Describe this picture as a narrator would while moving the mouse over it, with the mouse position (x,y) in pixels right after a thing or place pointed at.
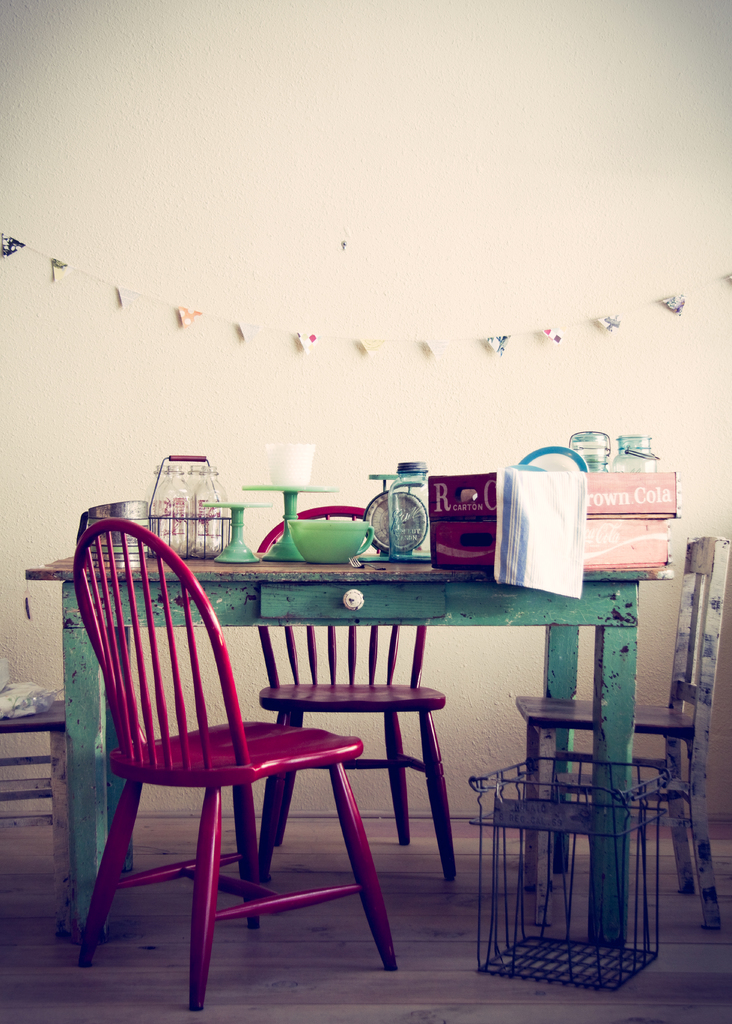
In this picture we can see a few chairs (535,755) and an object (519,905) on the floor (368,957). We can see an object (47,697) on a chair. There is a bowl (352,535), cloth (523,473) and some objects (176,465) are visible on the table (156,616). We can see a few decorative items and the wall (277,317) in the background (279,349).
